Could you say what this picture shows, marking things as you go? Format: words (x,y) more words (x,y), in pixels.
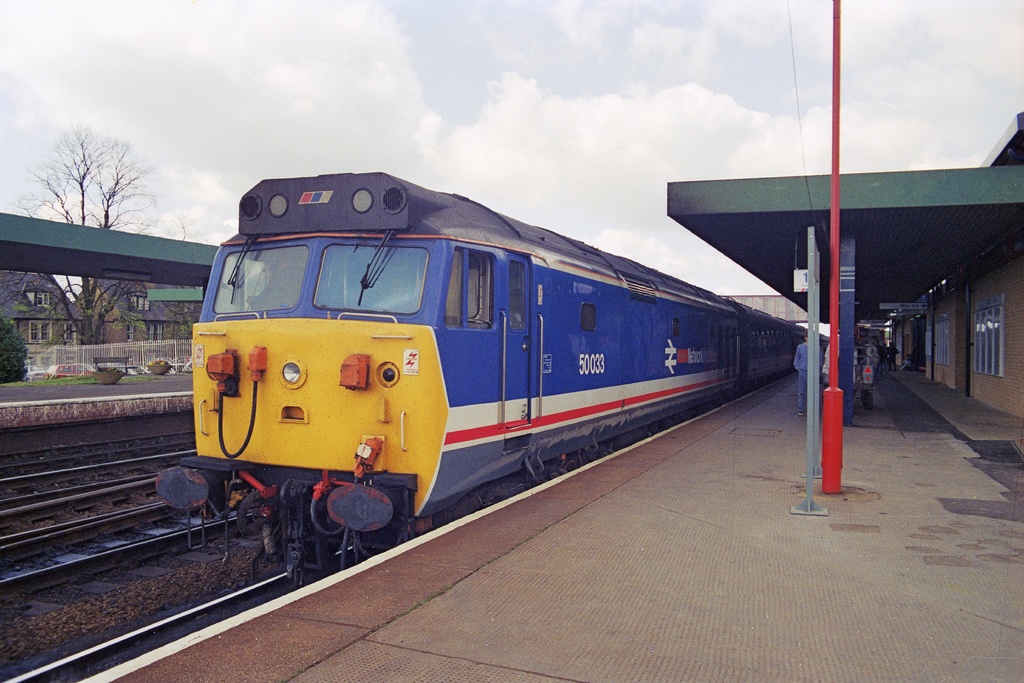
In the picture there is a train (387,447) on the railway track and beside the train (531,461) there are few people (798,348) standing on the platform (781,447) and the left side platform (141,374) is empty, in the background (55,326) there are two houses (44,314) and a tree (93,304).
